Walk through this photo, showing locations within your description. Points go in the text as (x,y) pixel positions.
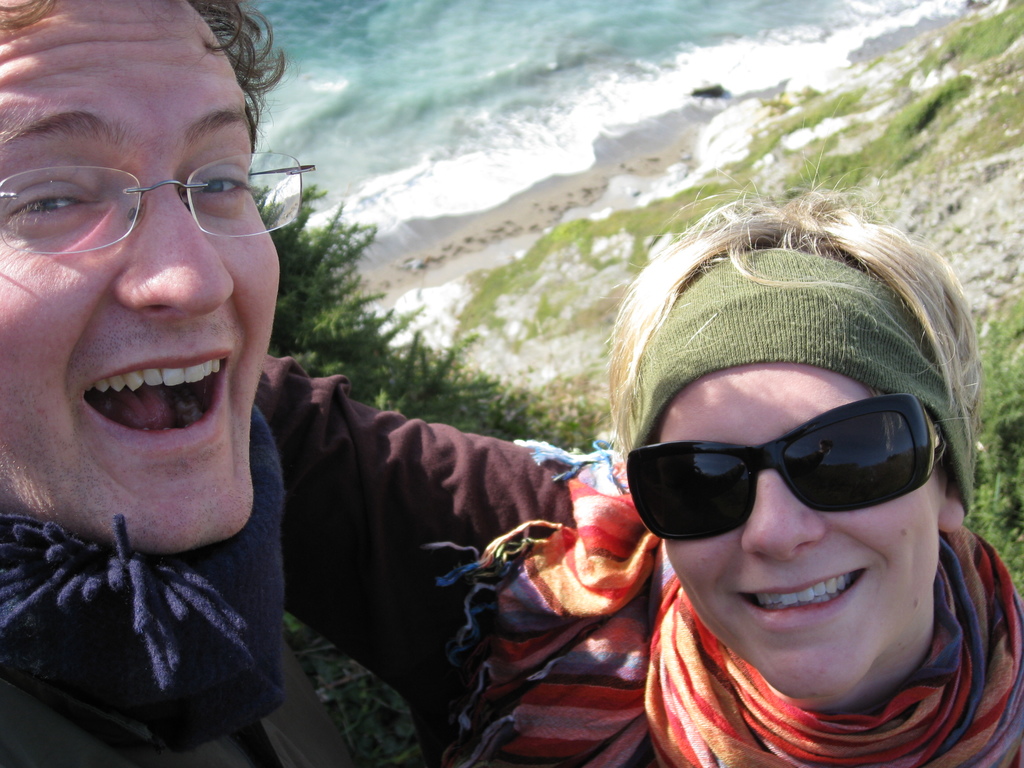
In this picture we can see two persons (301,597) are smiling in the front (502,570), on the left side (329,321) there is a tree (344,280), in the background (552,122) we can see water (489,98), there are some plants (1005,490) on the right side (1001,523).
